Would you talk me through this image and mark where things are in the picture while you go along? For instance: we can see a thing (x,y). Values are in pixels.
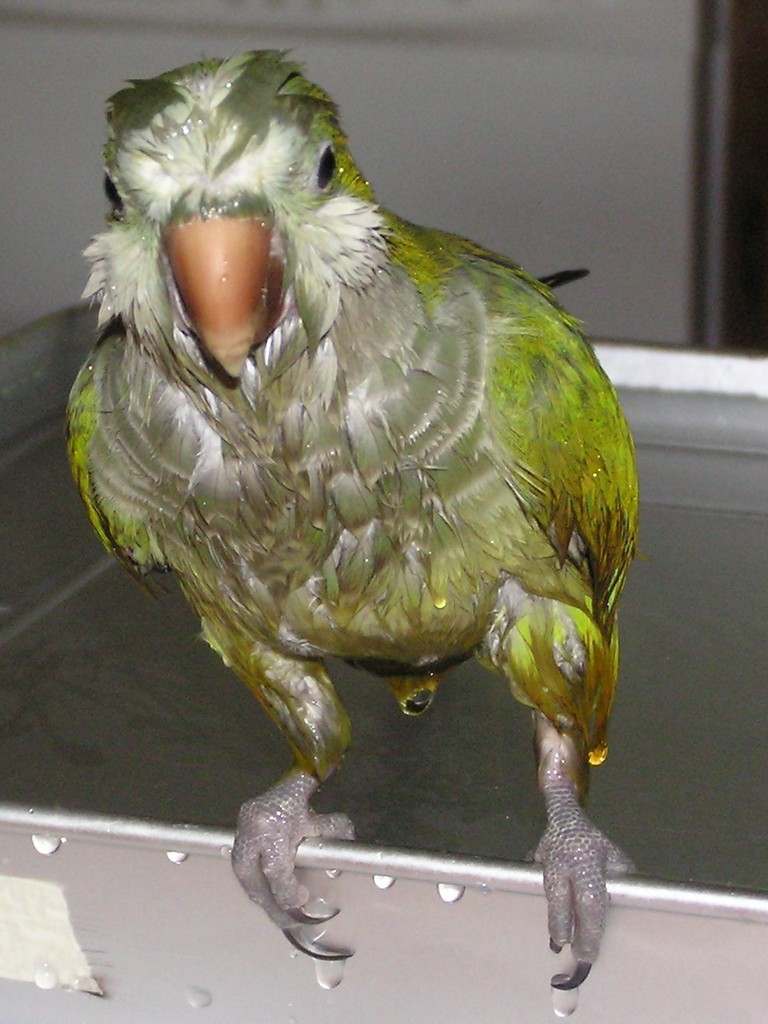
This picture seems to be clicked inside the room (707,23). In the foreground (353,906) we can see a bird (272,406) seems to be the parrot (314,561) standing on an object (384,924) and we can see the wall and some other items (746,87).
